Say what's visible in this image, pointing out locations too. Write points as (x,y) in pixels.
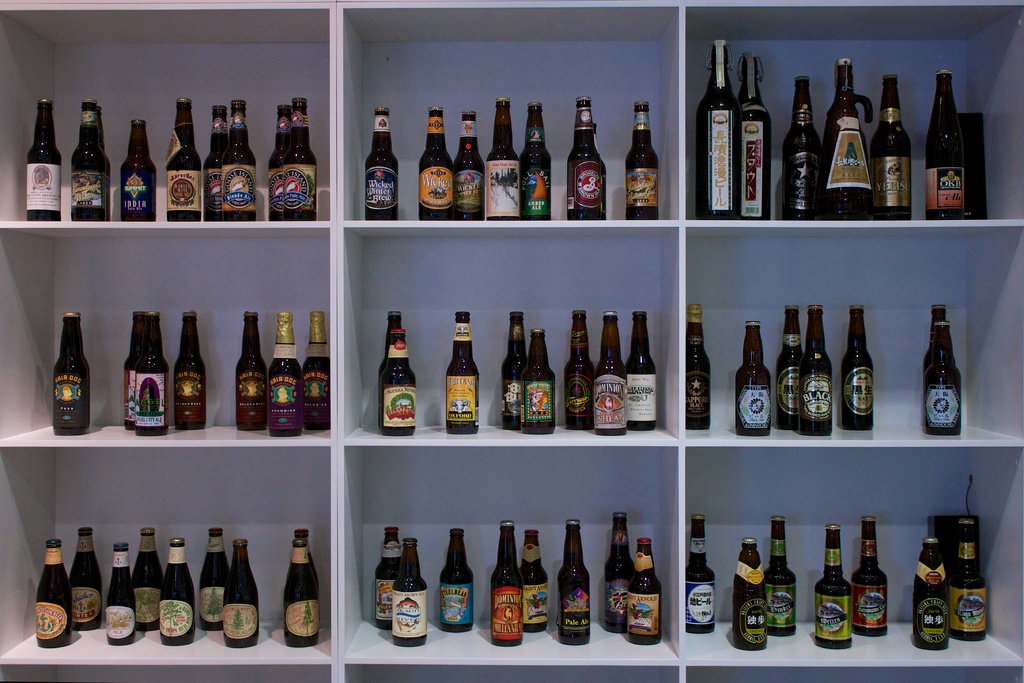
In this image I can see number of bottles (52,637) on these shelves (458,452).
